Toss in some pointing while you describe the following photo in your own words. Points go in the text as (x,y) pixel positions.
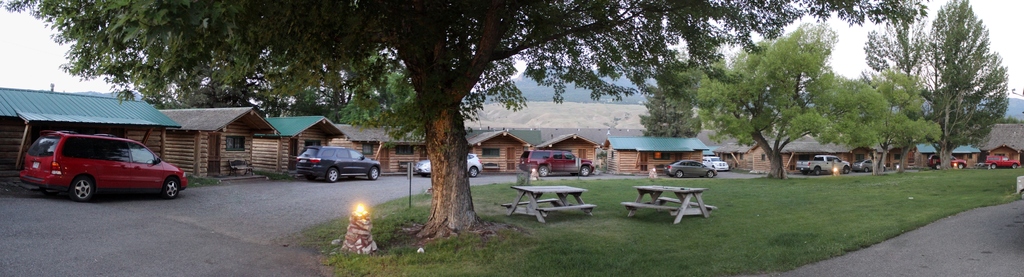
In this picture we can see there are some vehicles (550,174) on the road (371,201). In front of the vehicles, there are trees (779,150), a pole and there are picnic tables (537,204) on the grass (618,246). Behind the vehicles (127,168) there are houses (271,128), hills (576,104) and the sky (835,51). There is light (359,208) on an object (354,227).
